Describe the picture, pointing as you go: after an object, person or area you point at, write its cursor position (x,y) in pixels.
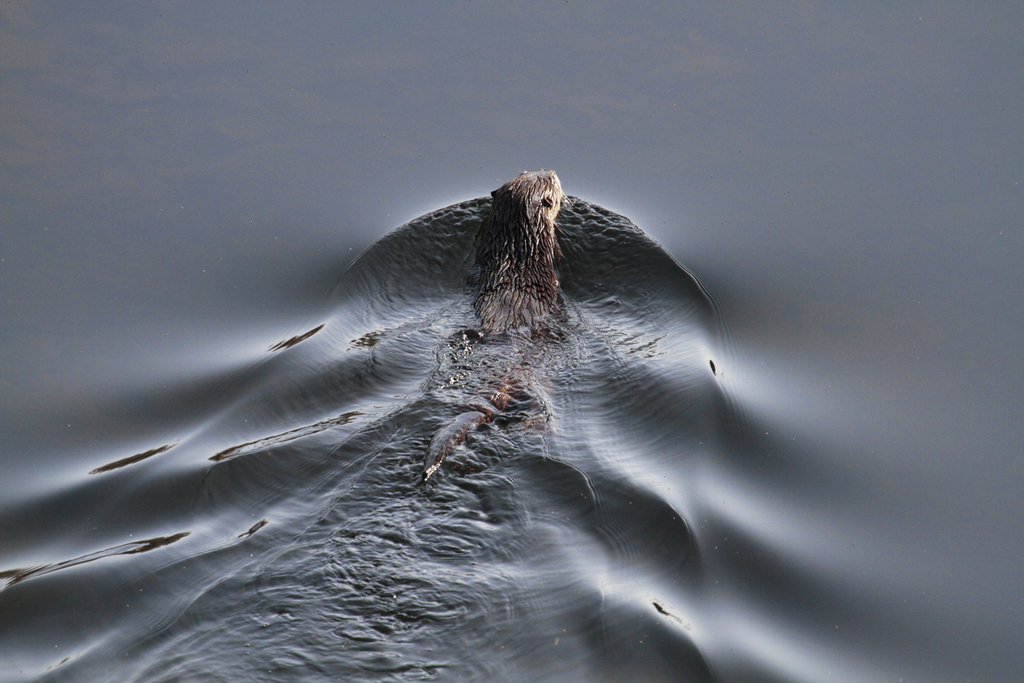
In the image there is an animal (527,299) inside the water (738,465).
